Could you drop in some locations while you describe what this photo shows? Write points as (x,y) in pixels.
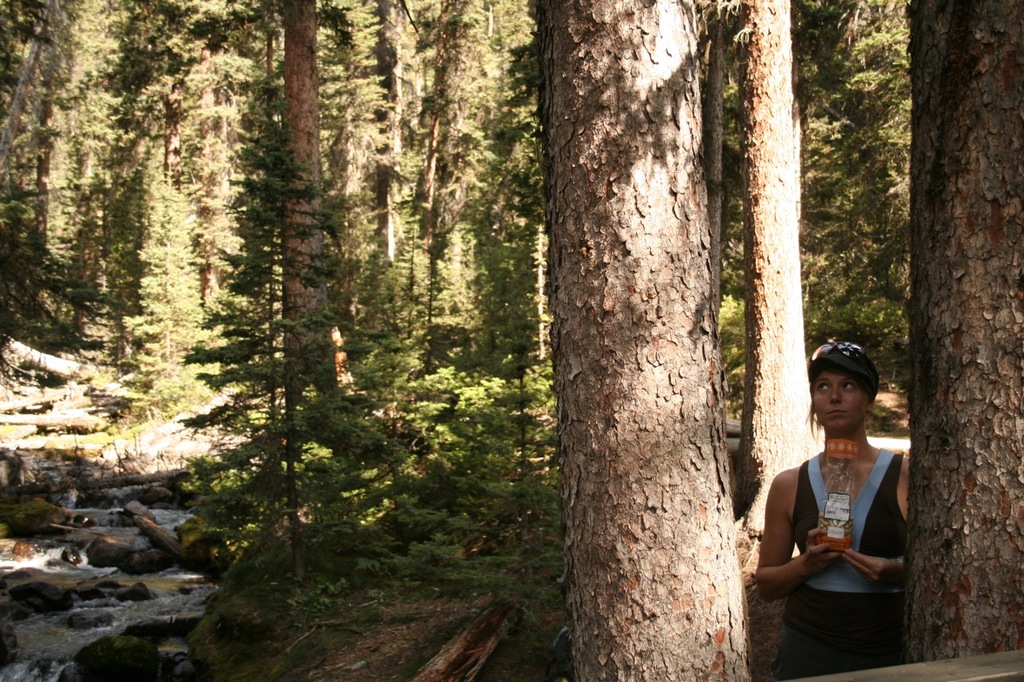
In this image on the right side (880,534) there is a woman (861,540) standing and holding a bottle (840,531) in her hand (853,558). In the background (226,284) there are trees (426,287) and there's grass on the ground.
